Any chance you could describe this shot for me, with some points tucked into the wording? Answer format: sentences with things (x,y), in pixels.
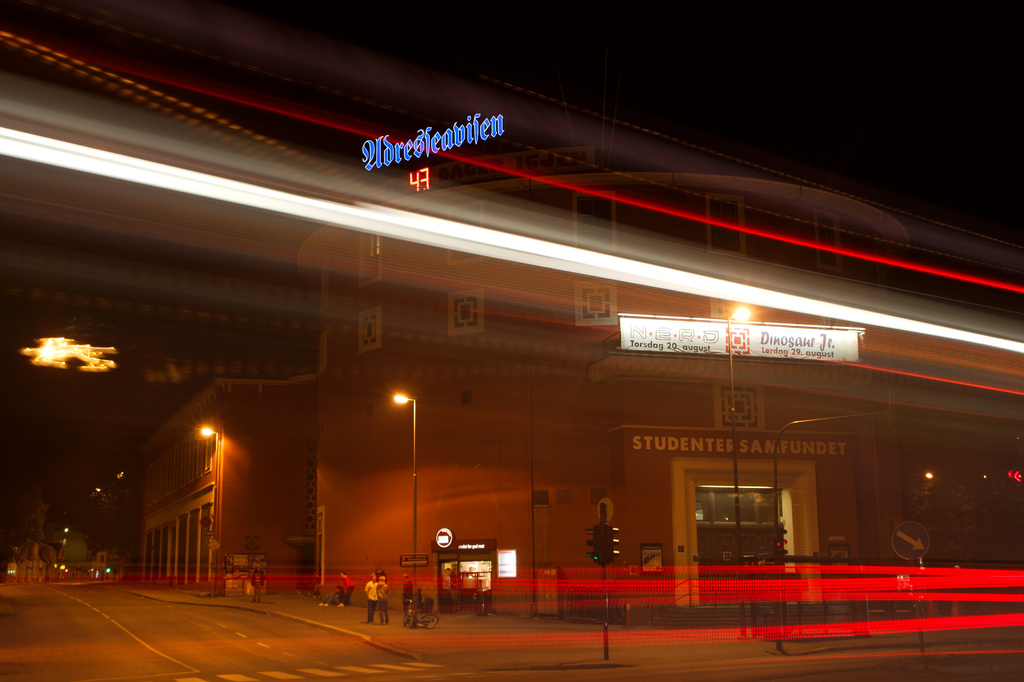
In the foreground of the image (598,533) we can see a group of people (338,594) standing on the ground (180,624), light poles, traffic lights (598,548). In the center of the image (661,411) we can see a group of buildings (433,492) with sign boards (853,336) and some text (399,161). In the background (161,387), we can see the sky (707,7).
